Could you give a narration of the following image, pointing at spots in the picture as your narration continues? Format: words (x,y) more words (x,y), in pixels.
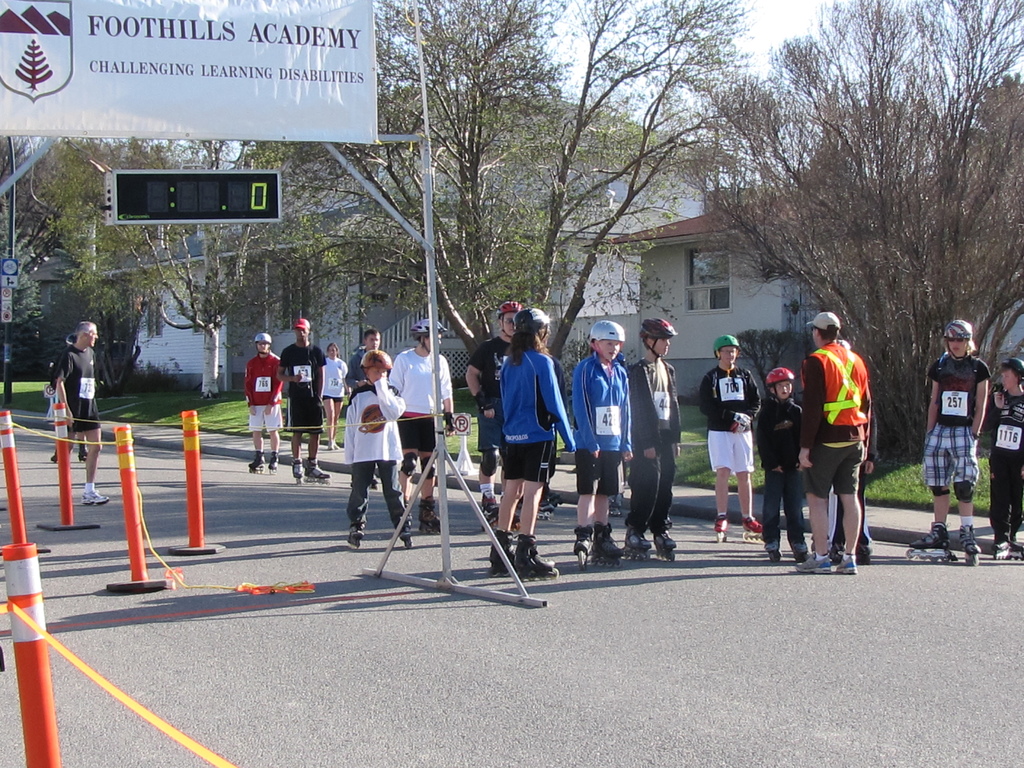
This picture shows few people (261,442) standing. They wore skates (613,563) and helmet (655,335) on their heads (438,323) and we see trees (417,267), houses (687,271) and we see a digital timer (150,211) and we see a banner (340,131) to it and a cloudy sky (811,15) and we see grass (156,397) on the ground (178,398).
